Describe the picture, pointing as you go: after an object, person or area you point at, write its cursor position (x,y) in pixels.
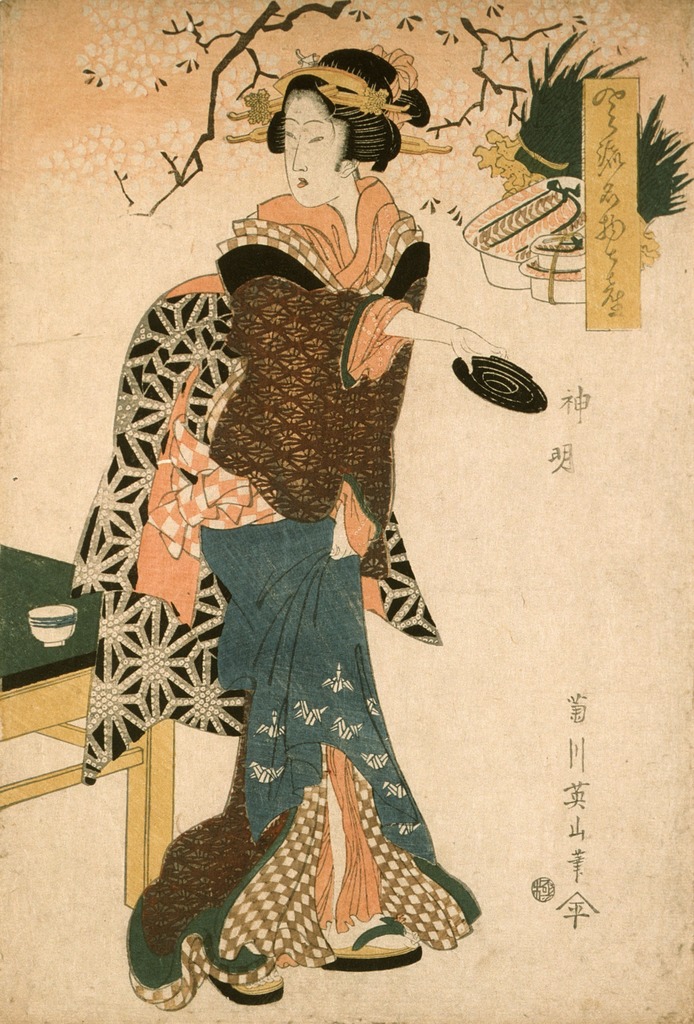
In this image I can see the depiction picture of a woman (319,241). I can see she is holding a black colour thing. I can also see other depiction things (481,109) like a plant (482,109), a table (33,585), a cup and few other stuffs (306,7). On the right side of the image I can see something is written.
